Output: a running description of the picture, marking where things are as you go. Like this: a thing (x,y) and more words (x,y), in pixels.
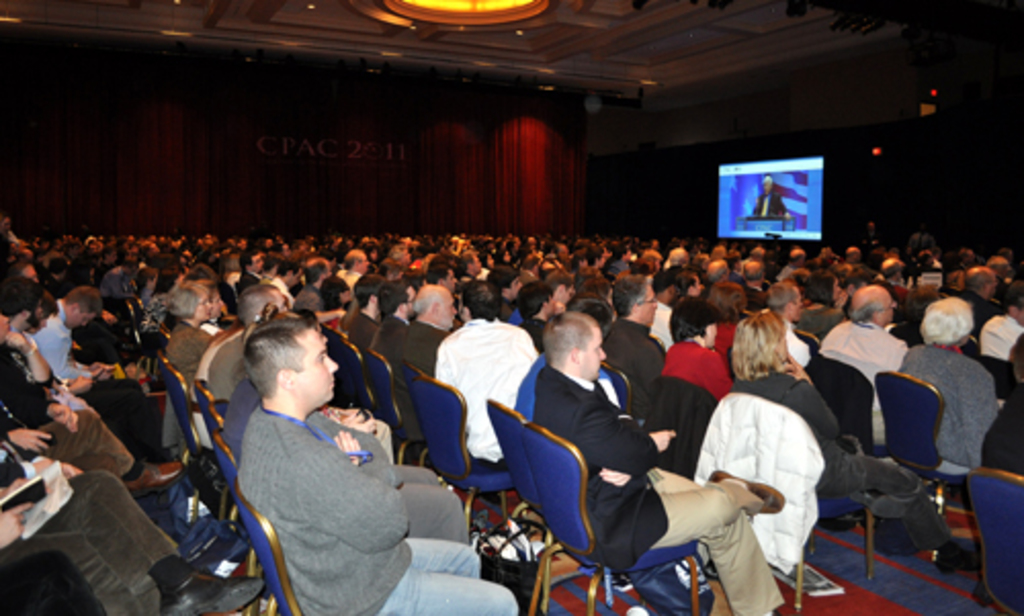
In this image there are group of persons (636,461) sitting on the chairs (1021,599) which are on the carpet (966,531), and at the background (481,121) there is screen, curtain (431,151).
